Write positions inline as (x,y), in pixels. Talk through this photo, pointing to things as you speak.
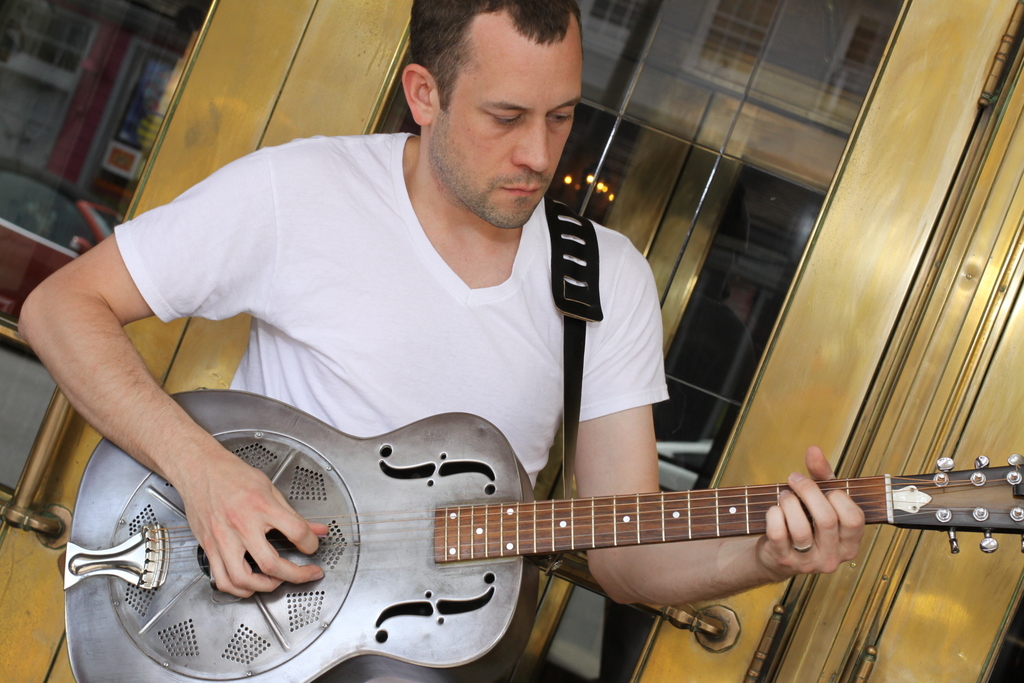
This image consists of a man (561,369). He is holding a guitar (395,536) in his hands (772,512). He is wearing white color t-shirt (520,299). Behind him there is a door (676,227) and lights (600,187) are visible from that doors (626,194). On the left side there is a handle (60,431).
